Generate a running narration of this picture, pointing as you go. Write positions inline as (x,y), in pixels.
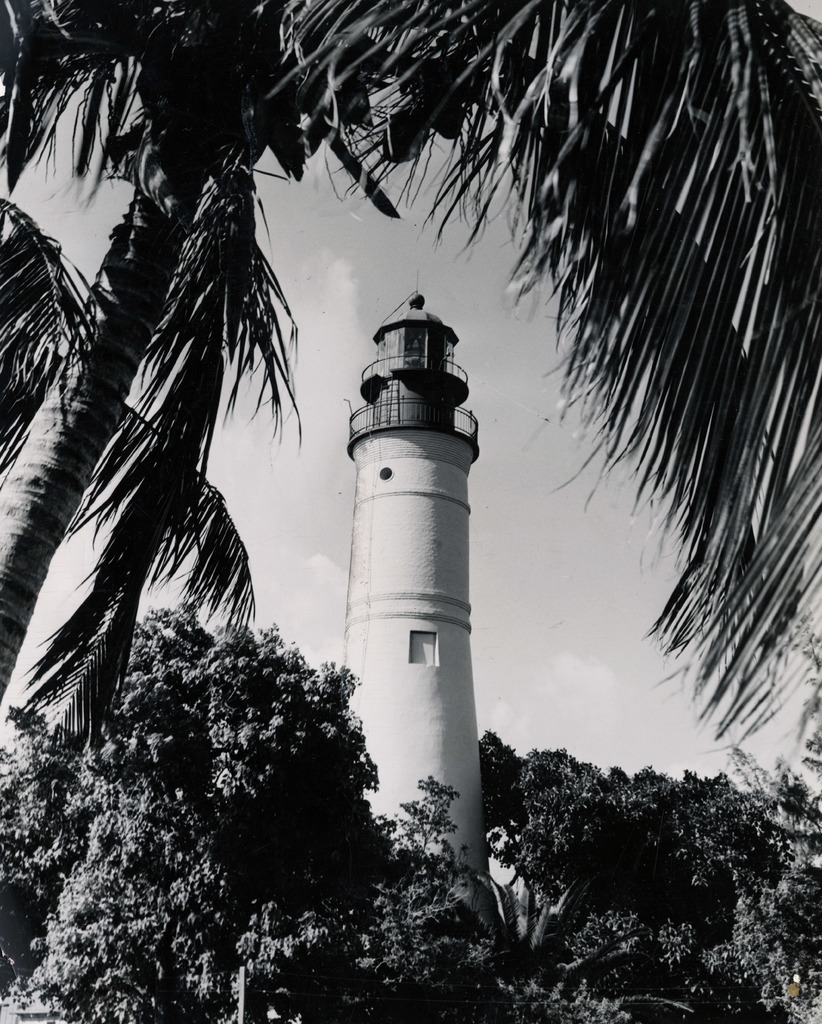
It is the black and white image in which there is a tower (407,648) in the middle (399,634). At the bottom (346,885) there are trees (435,880). On the left side (90,497) there is a coconut tree (233,119).
